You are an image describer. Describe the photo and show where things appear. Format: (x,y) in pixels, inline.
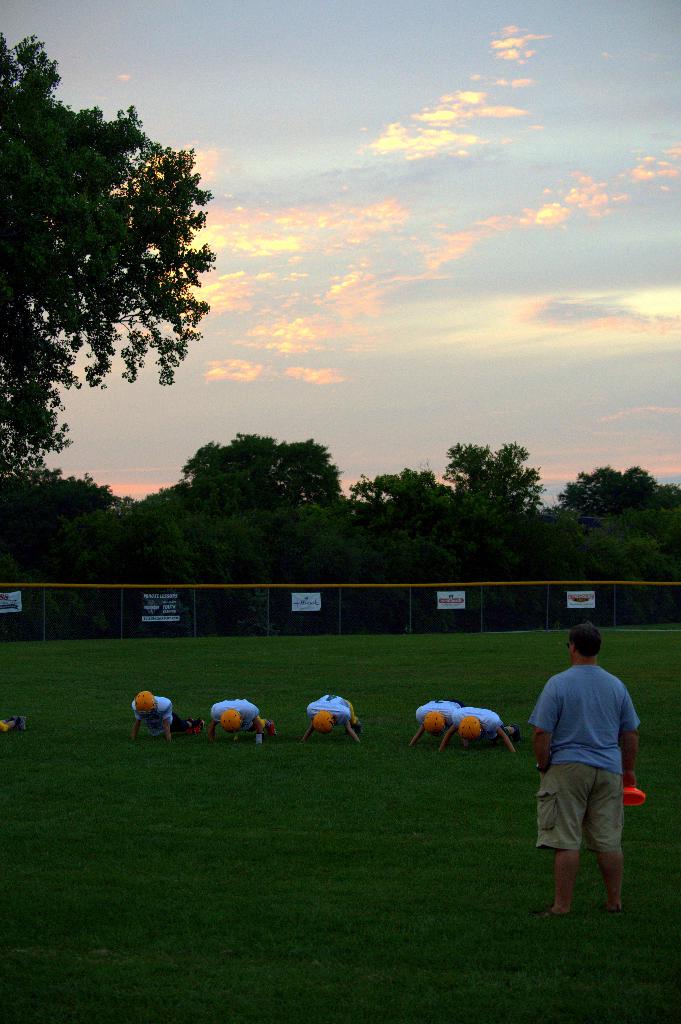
In this image we can see trees (270,540), fencing (352,616), people (497,728). To the right side of the image (558,698) there is a person (565,870) standing. At the bottom of the image (289,928) there is grass (221,928). At the top of the image (507,142) there is sky (415,160) and clouds (247,247).
